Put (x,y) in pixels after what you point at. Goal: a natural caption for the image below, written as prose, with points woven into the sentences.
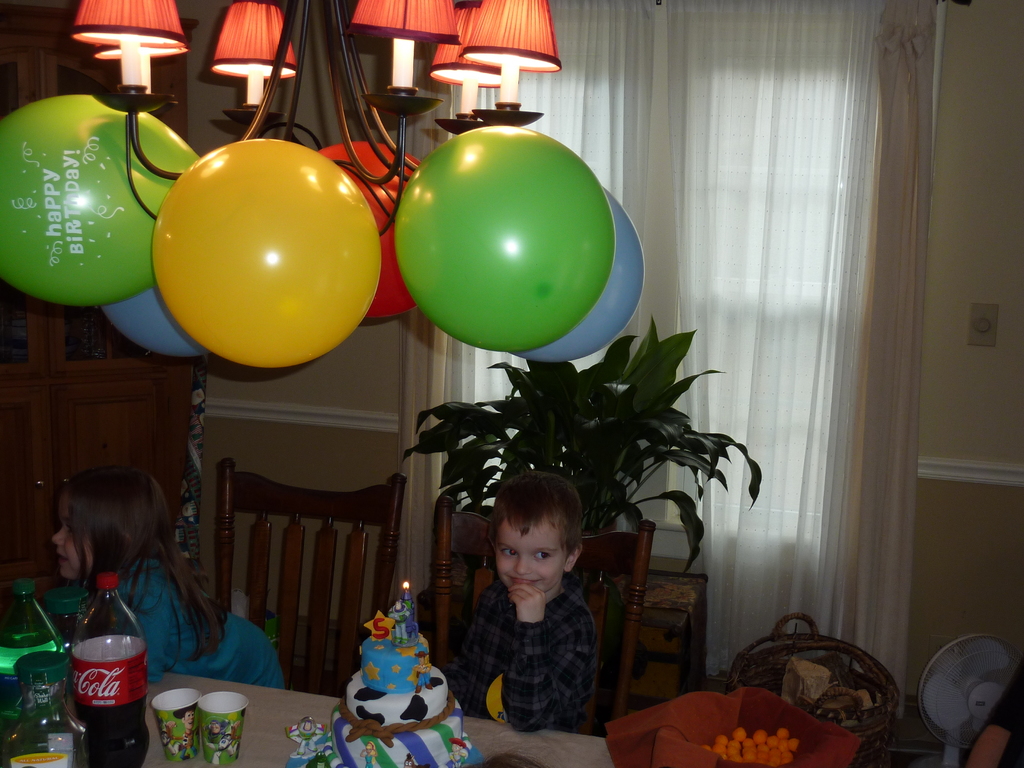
In this picture there is a small boy (529,648) sitting on the chair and smiling. In the front table (274,745) there is a blue and white color cake (385,734) with coke bottles (88,713). Above there is a colorful balloons (289,274) hanging on the chandelier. In the background (853,180) there is a white color curtains (791,391) and brown wall (337,378).
